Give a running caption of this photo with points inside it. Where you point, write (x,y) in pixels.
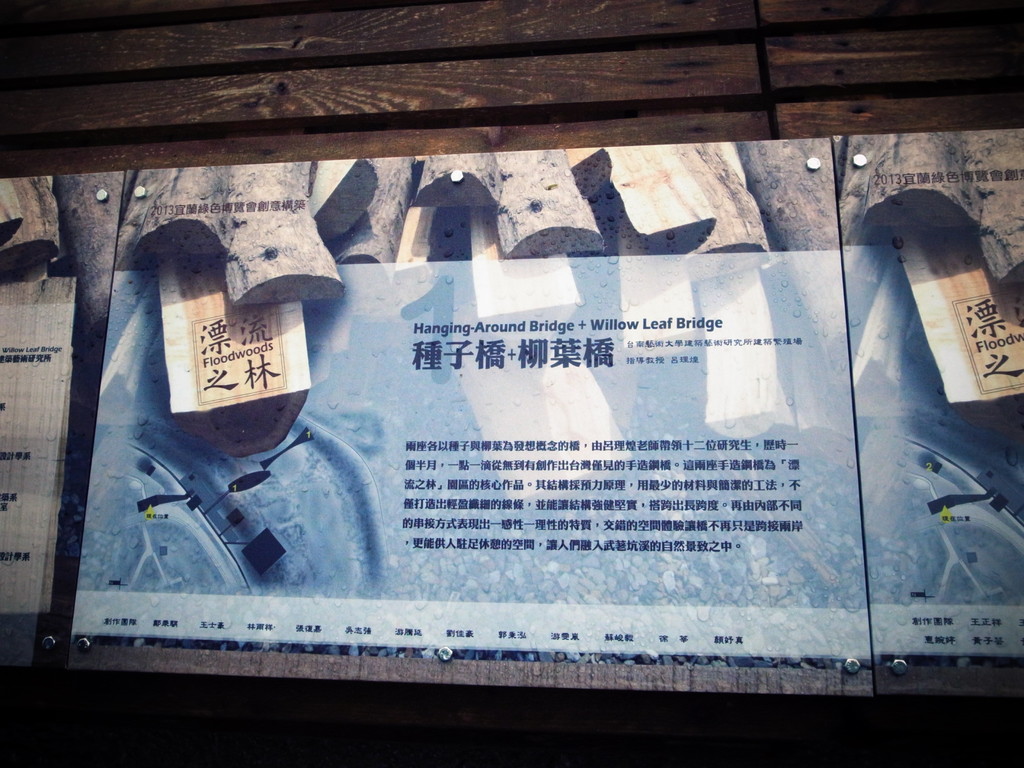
In this image there are frames (238,360) with some words (432,352) and photos (980,152) on it, are attached to the wooden board (447,132).
